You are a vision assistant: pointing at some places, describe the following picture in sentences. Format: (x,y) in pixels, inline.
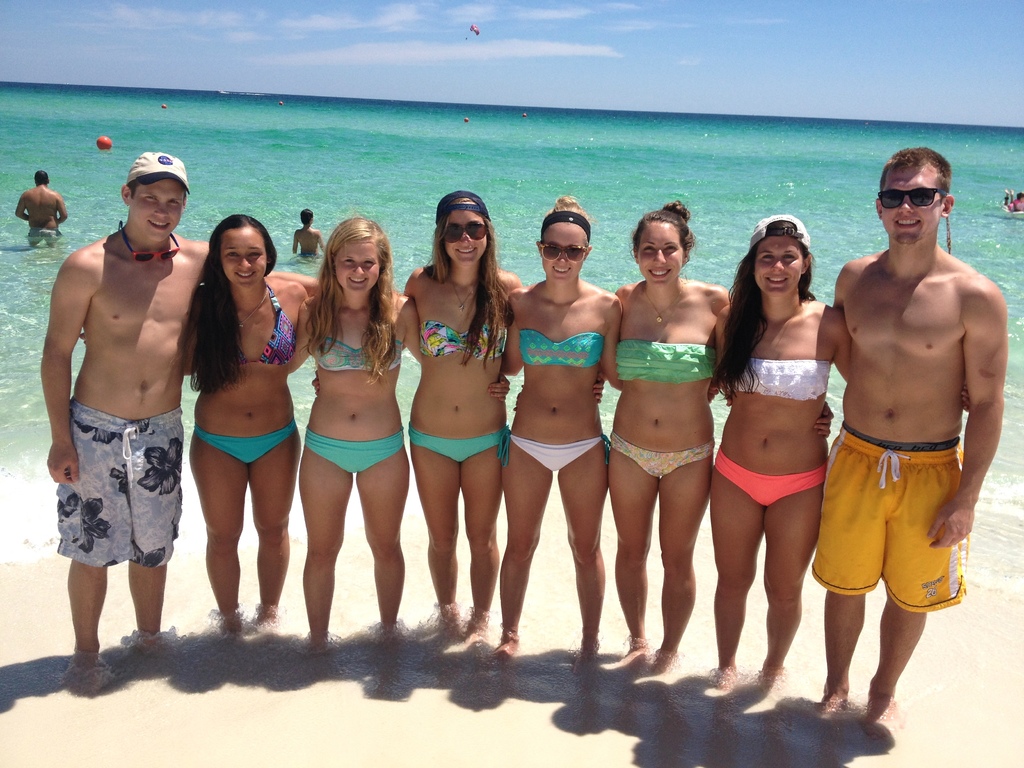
In this image we can see many persons (566,479) standing on the sand (608,575). In the background (582,161) we can see water (595,174), person's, parachute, sky (701,71) and clouds (421,52).
